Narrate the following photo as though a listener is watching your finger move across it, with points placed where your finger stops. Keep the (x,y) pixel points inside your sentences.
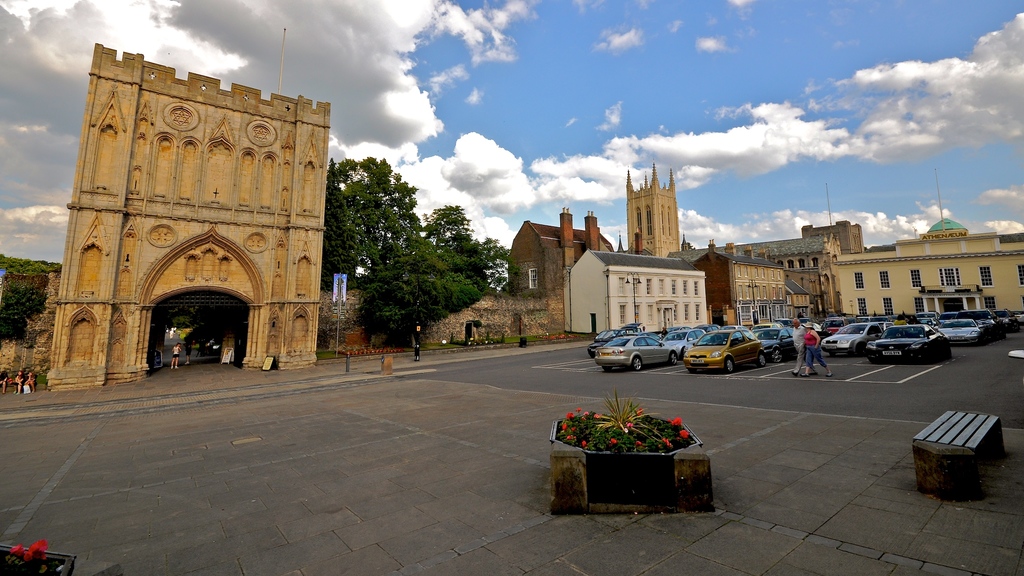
In this image I can see buildings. There are trees (367,210), plants (603,425), flowers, vehicles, few people (31,379) and in the background (427,165) there is sky (858,58).
